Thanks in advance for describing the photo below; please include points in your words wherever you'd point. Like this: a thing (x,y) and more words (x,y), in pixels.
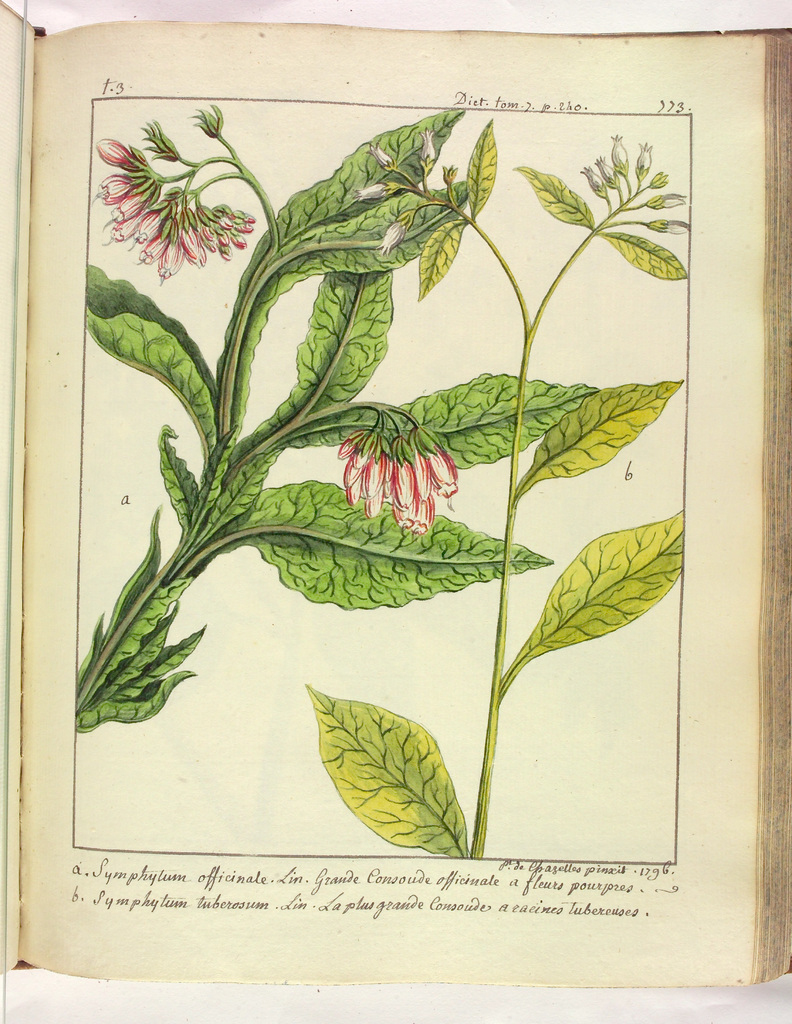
In this picture we can see a book (168,702) of a page (182,721), where we can see leaves (615,589), flowers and some text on it.
